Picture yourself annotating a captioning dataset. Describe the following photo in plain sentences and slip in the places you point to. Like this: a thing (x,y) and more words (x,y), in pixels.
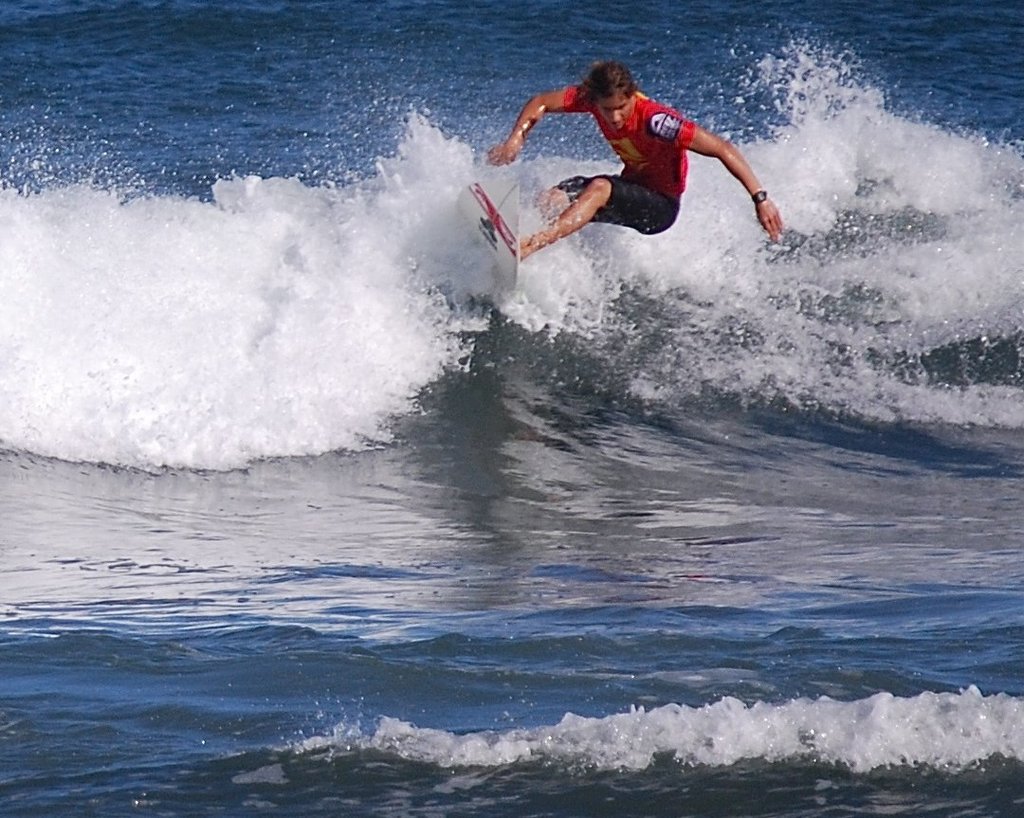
In this image I can see in the middle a person (586,207) is surfing in the sea (596,287), this person (662,164) is wearing a red color t-shirt (662,154), black color short (650,207).
